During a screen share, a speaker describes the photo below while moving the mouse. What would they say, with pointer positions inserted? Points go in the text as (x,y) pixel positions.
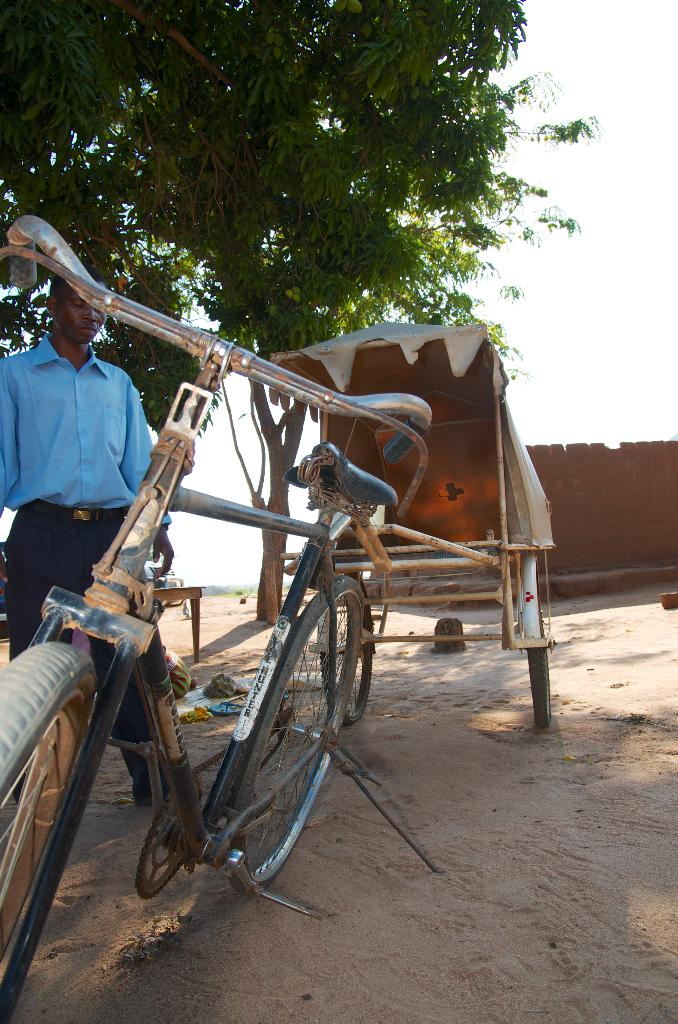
In the image we can see there is a person (31,571) and cycle rickshaw (17,281) are standing on the ground (360,889). There is sand (214,663) on the ground (459,876), behind there is a tree (523,19) and there is a wall (590,558). There is clear sky (581,356) on the top (586,289).
